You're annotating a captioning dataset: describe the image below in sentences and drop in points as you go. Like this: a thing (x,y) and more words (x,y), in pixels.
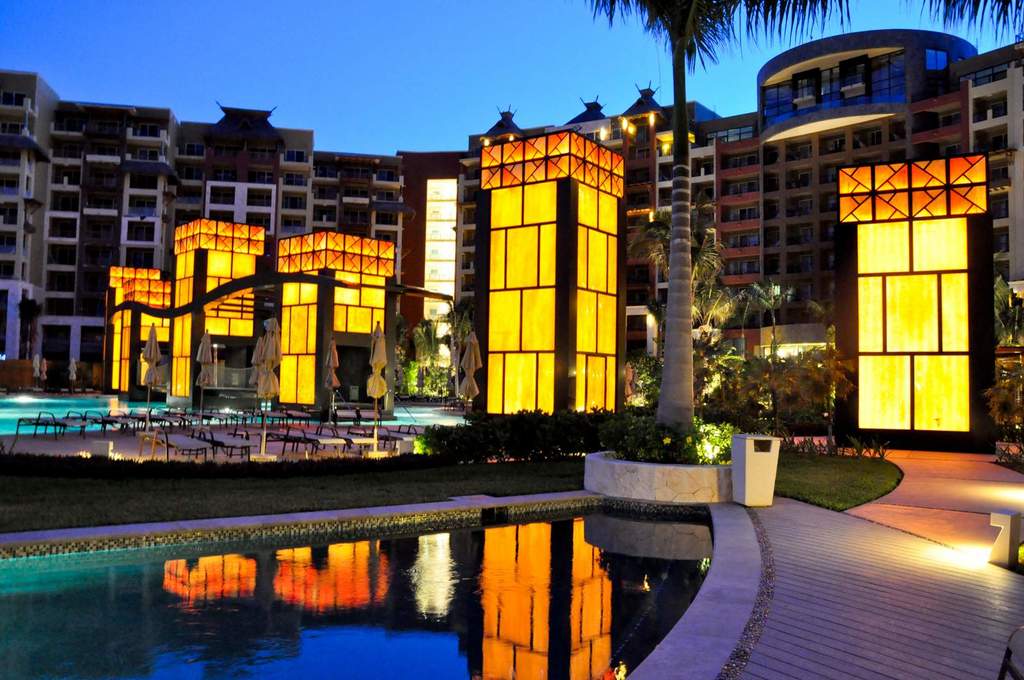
There is a swimming pool (531,575) and grassland (461,487) at the bottom side of the image (533,486) and there are chairs (217,433), tables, umbrellas (262,431), buildings (740,158), trees (684,188) and sky (469,131) in the background area of the image (392,136).
